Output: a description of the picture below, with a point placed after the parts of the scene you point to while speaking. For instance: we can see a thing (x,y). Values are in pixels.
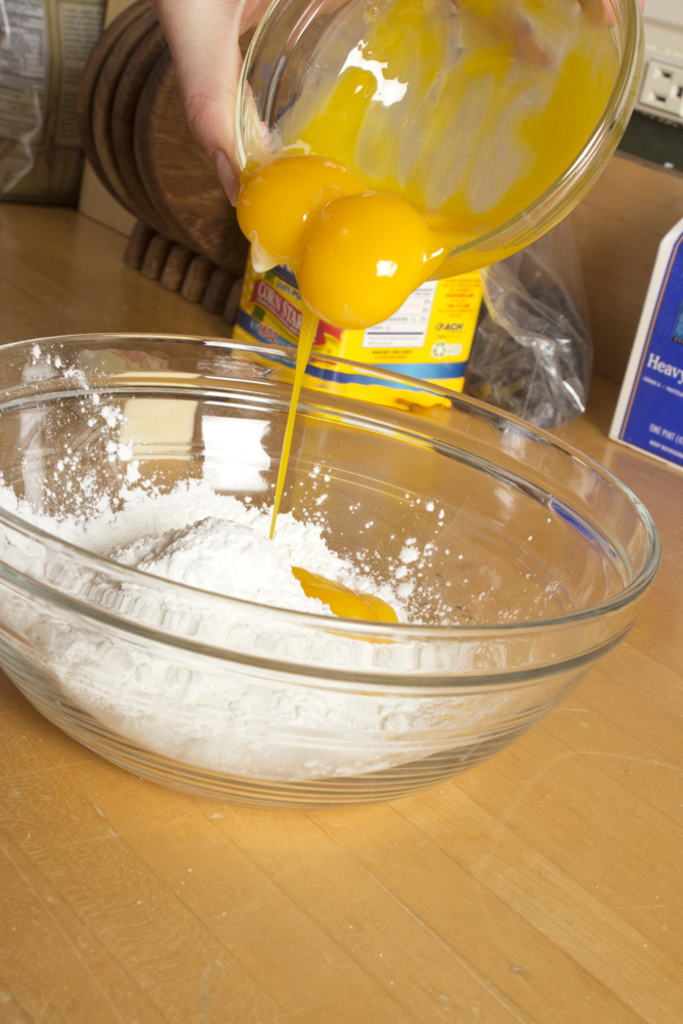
In the picture I can see a bowl (266,649) which has a white powder (217,566) in it and there is egg yolk (430,136) in the bowl (511,95) above it and there are few other objects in the background (14,137).
